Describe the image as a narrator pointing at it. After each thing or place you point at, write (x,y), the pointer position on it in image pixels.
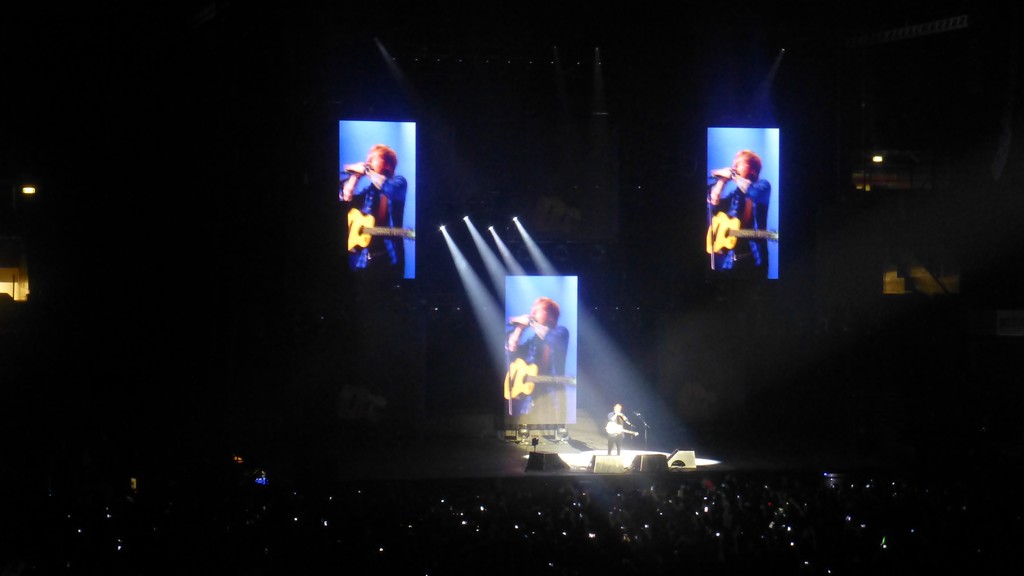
In this image there is a stage (492,451), there is a man (613,448) standing on the stage (565,462), he is holding an object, he is wearing a musical instrument (607,432), there are objects (679,461) on the stage (596,449), there are group of audience (554,528) towards the bottom of the image (642,539), there are lights (770,528), there are screens (528,332), there is a man (550,338) on the screen (518,383), there are light rays (504,274), the background of the image (464,347) is dark.
